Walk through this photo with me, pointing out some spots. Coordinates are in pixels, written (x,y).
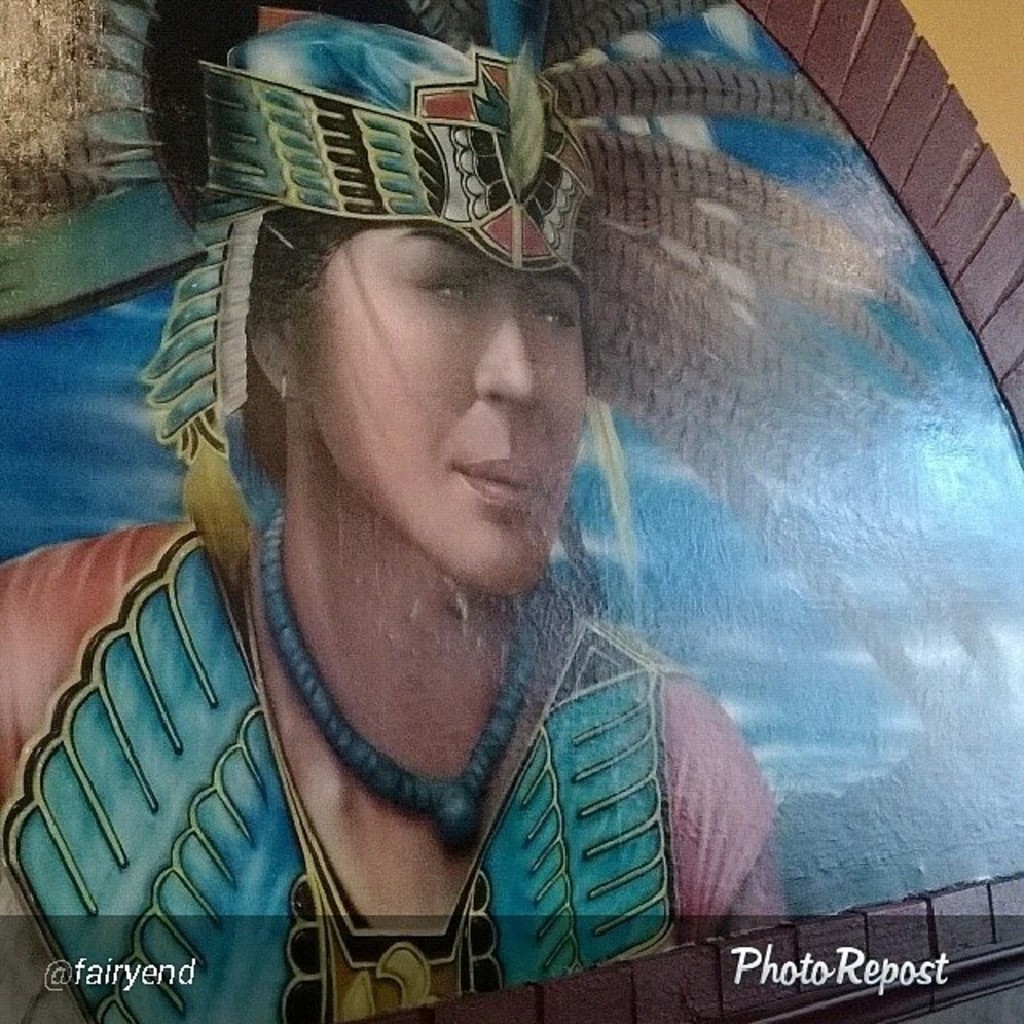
In this image I can see the painting (363,409) to the wall (983,48). In the painting (301,545) I can see the person (240,591) wearing the blue and Brown color dress (183,809) and the person (121,782) is with the crown (511,122). In the background (32,435) I can see the clouds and the sky (679,600). The wall (981,73) is in yellow color.
